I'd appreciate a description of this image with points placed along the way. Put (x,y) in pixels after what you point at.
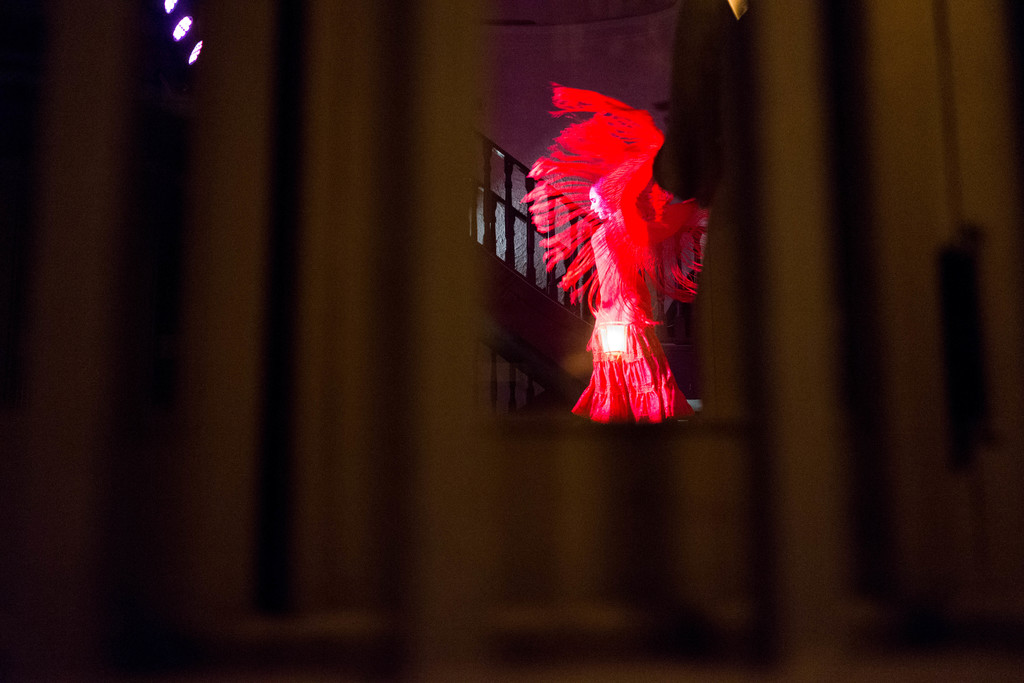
In the center of the image (636,383) we can see a person (618,221) wearing a costume (629,382). In the background (529,317) there are stairs (536,274) and a wall (566,83).
